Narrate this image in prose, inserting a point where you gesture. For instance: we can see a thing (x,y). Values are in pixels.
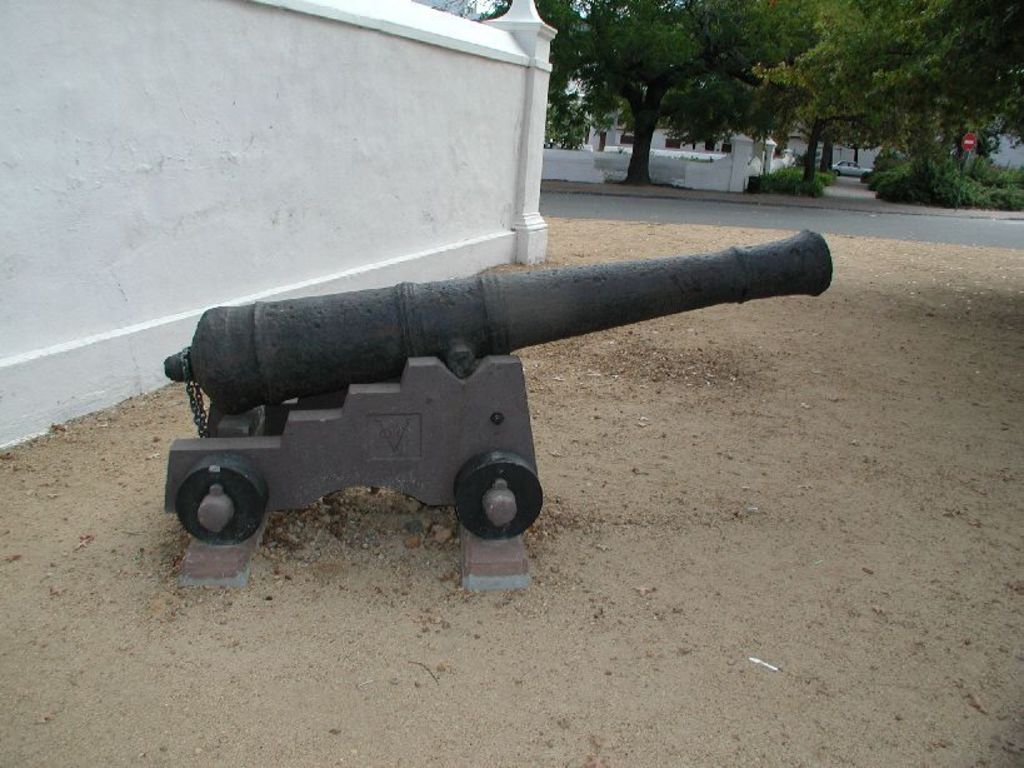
There is an old cannon (571,282) kept in front of a wall (425,112) and in the background (625,91) there are a lot of trees (716,118) and a caution board (966,138) behind the road (925,218).
